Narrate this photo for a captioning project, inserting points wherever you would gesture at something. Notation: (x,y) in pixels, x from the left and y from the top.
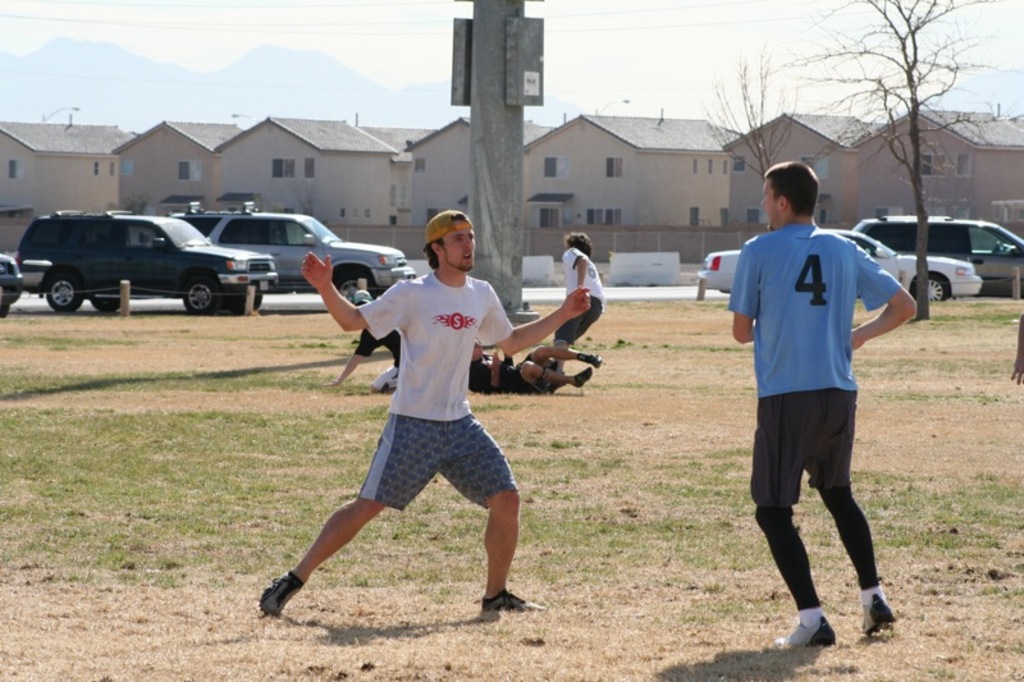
In this image we can see the people (566,380). We can also see the grass (94,478), sand (324,403), houses (467,203), trees (875,54), fencing wall (630,236), a pillar (493,212), wires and also the vehicles (955,281) on the road (663,290). We can also see the sky (628,37).
